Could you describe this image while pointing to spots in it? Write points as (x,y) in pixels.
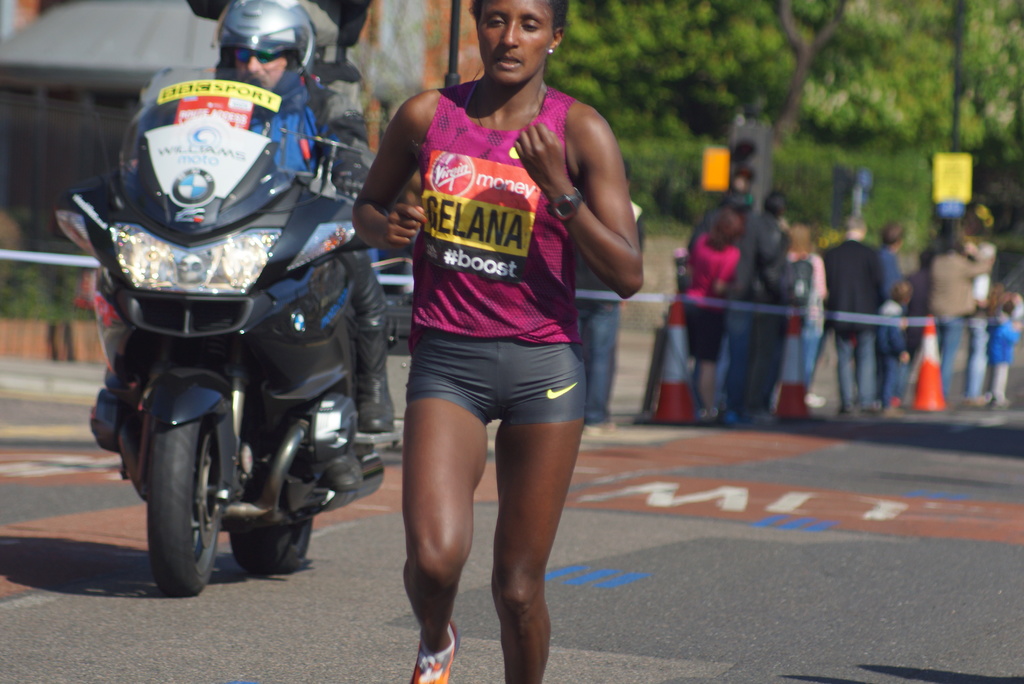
This picture we can see couple of people (903,342), in the middle of the image (422,357) a woman (422,320) is running on the road (552,646) and a man (291,119) is riding a motorcycle (296,253), in the background (674,124) we can find couple of trees (837,55) and sign boards (948,175).
